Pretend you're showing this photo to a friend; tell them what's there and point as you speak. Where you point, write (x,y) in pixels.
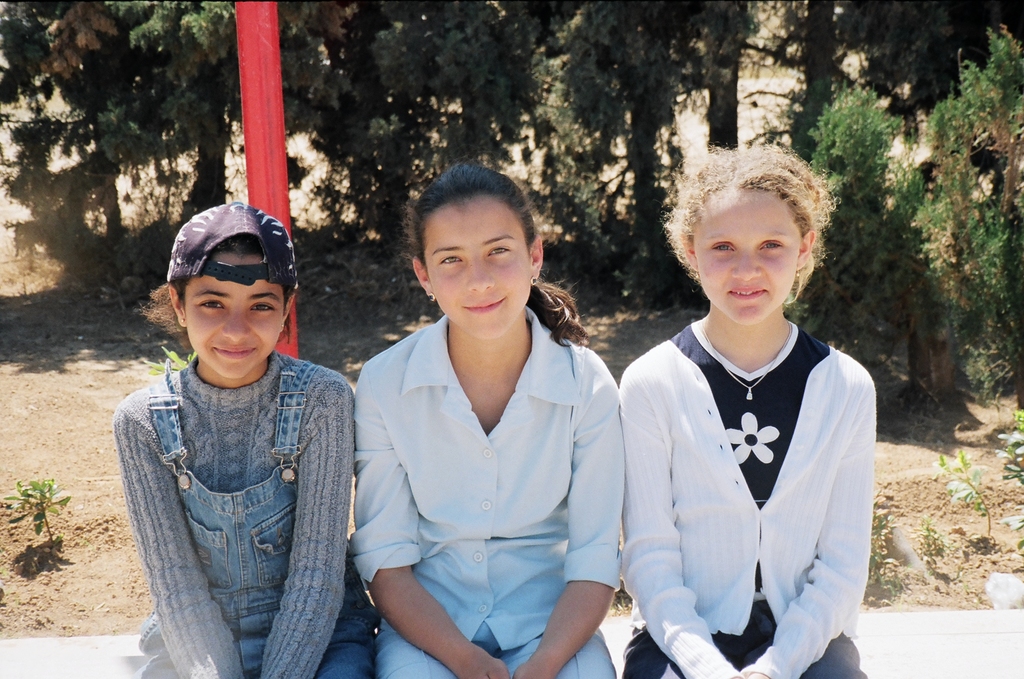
In this picture we can see three girls (480,441) are sitting. she wear a cap (227,219). And all are smiling. She has a black hair (475,185), and she has a brown hair (792,185). And on the background (197,87) there are trees (683,59) and plants (969,478).
